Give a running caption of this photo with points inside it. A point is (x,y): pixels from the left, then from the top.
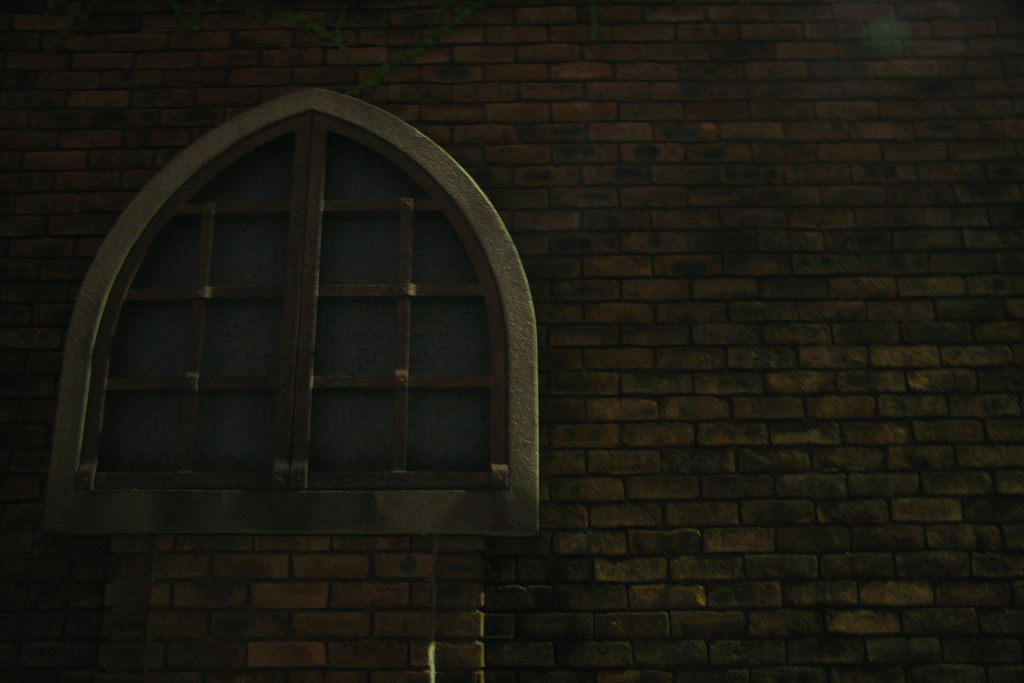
In this image, we can see a window (360,278) to a wall (617,256) and at the top (342,38), there are creepers (328,37).
